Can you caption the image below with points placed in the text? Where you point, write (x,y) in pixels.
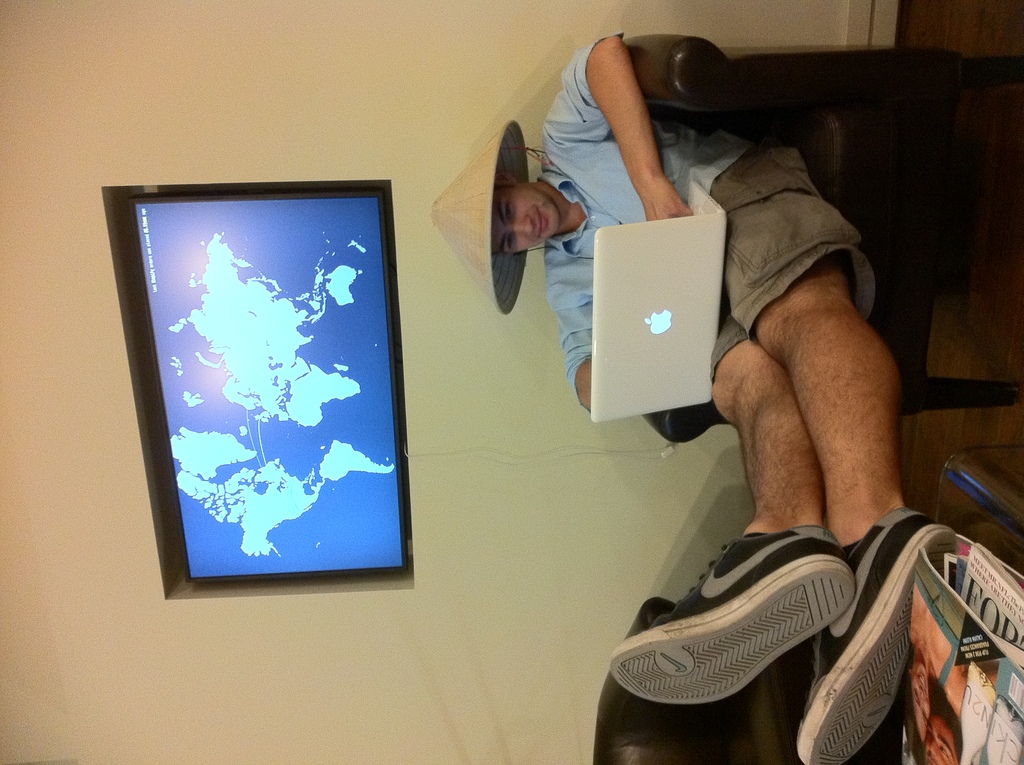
This picture shows a man (583,375) seated in the chair (873,229) and he wore a cap (463,246) on his head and a laptop (694,184) on his legs (732,346) and we see a television (383,416) to the wall (437,270) and books (967,660) on the table (1013,538).
